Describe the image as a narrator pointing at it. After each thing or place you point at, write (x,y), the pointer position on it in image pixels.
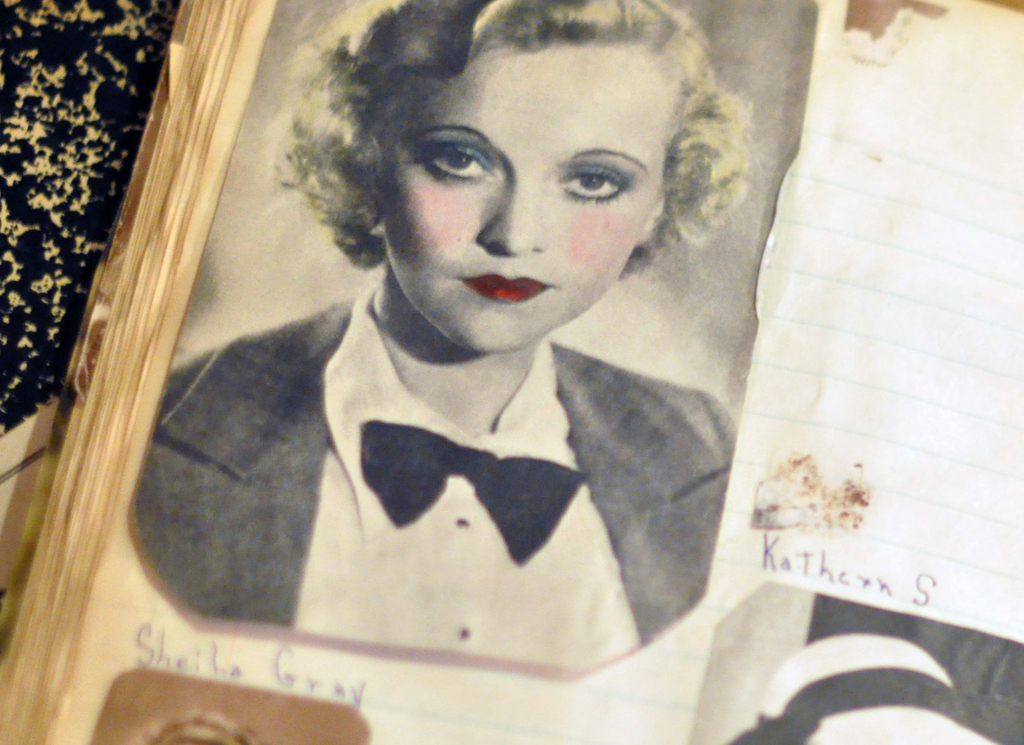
In this image we can see a scrapbook (541,402) with some images (453,466) and text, on the left side of the image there are some patterns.
